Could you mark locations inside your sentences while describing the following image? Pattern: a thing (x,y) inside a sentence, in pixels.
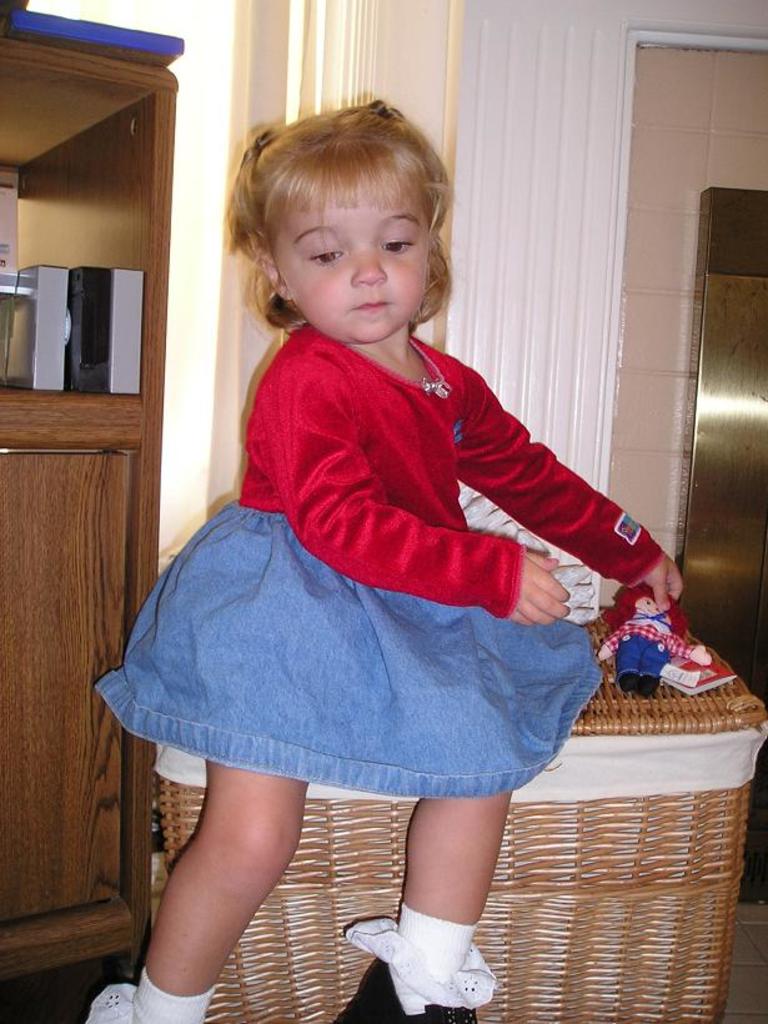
In this picture there is a small girl (355,391) wearing a red color top (352,433) and blue skirt (447,661), sitting on the wooden basket (562,898). Behind there is a white curtain (532,157) and wooden panel wall (515,386). On the left side (128,586) we can see brown color wooden rack (117,535).
